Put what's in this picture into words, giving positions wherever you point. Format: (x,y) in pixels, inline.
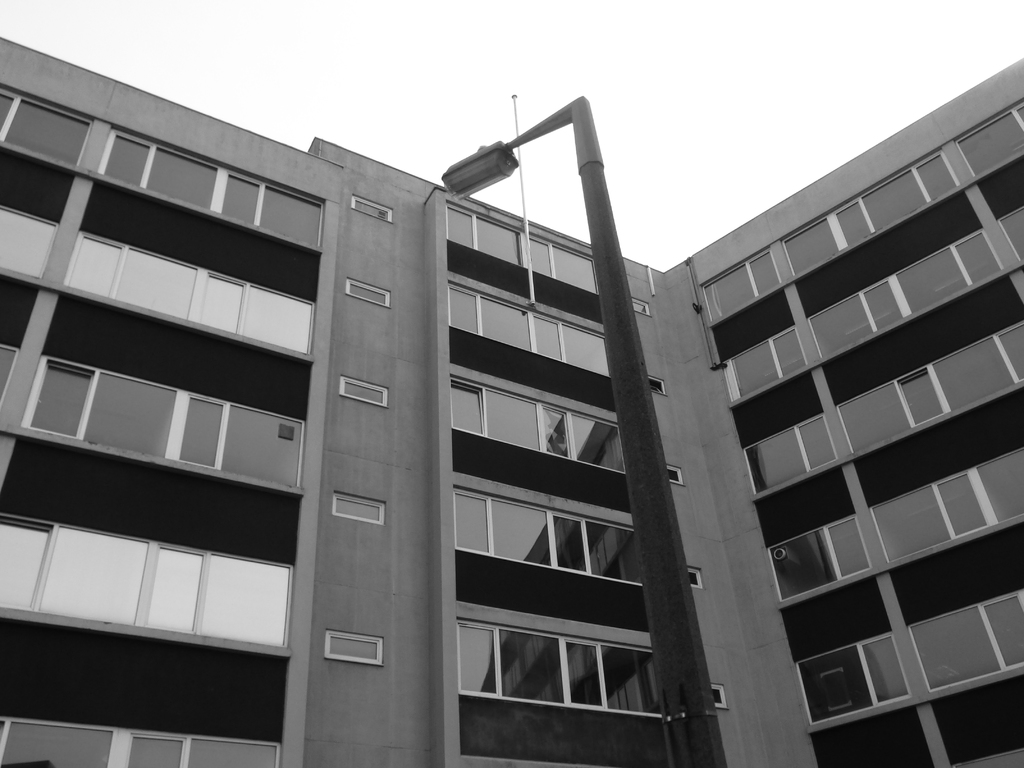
In this picture we can see a building (576,482) and an electric pole (637,438) with a light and we can see sky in the background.
